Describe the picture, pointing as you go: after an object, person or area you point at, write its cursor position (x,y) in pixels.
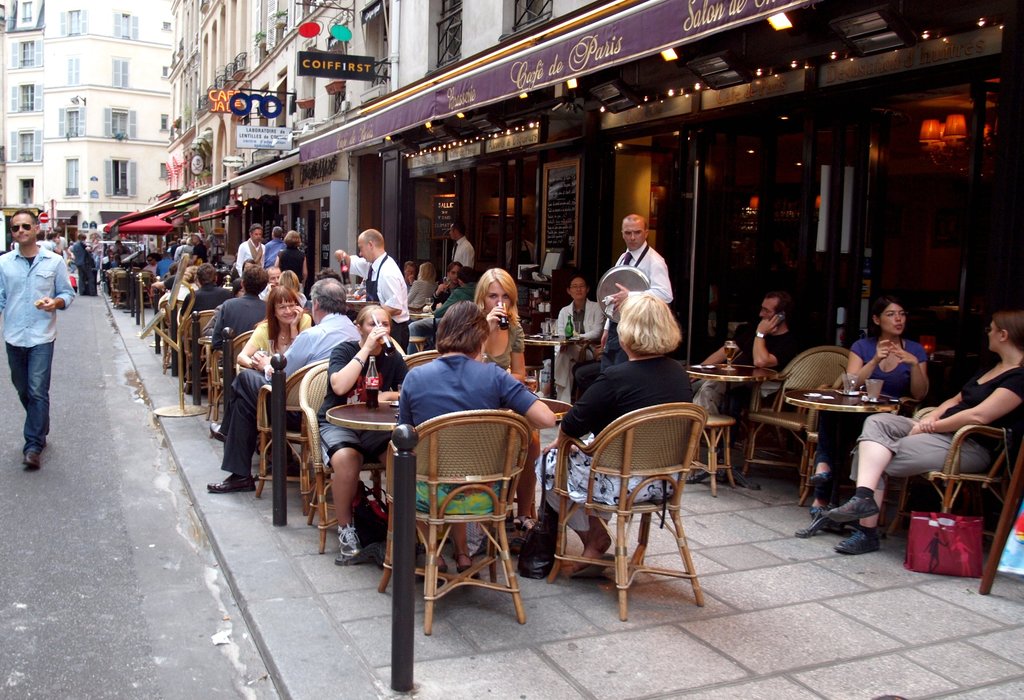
As we can see in the image there are buildings (142,61), chairs (509,445), tables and many people (458,313) here and there.
